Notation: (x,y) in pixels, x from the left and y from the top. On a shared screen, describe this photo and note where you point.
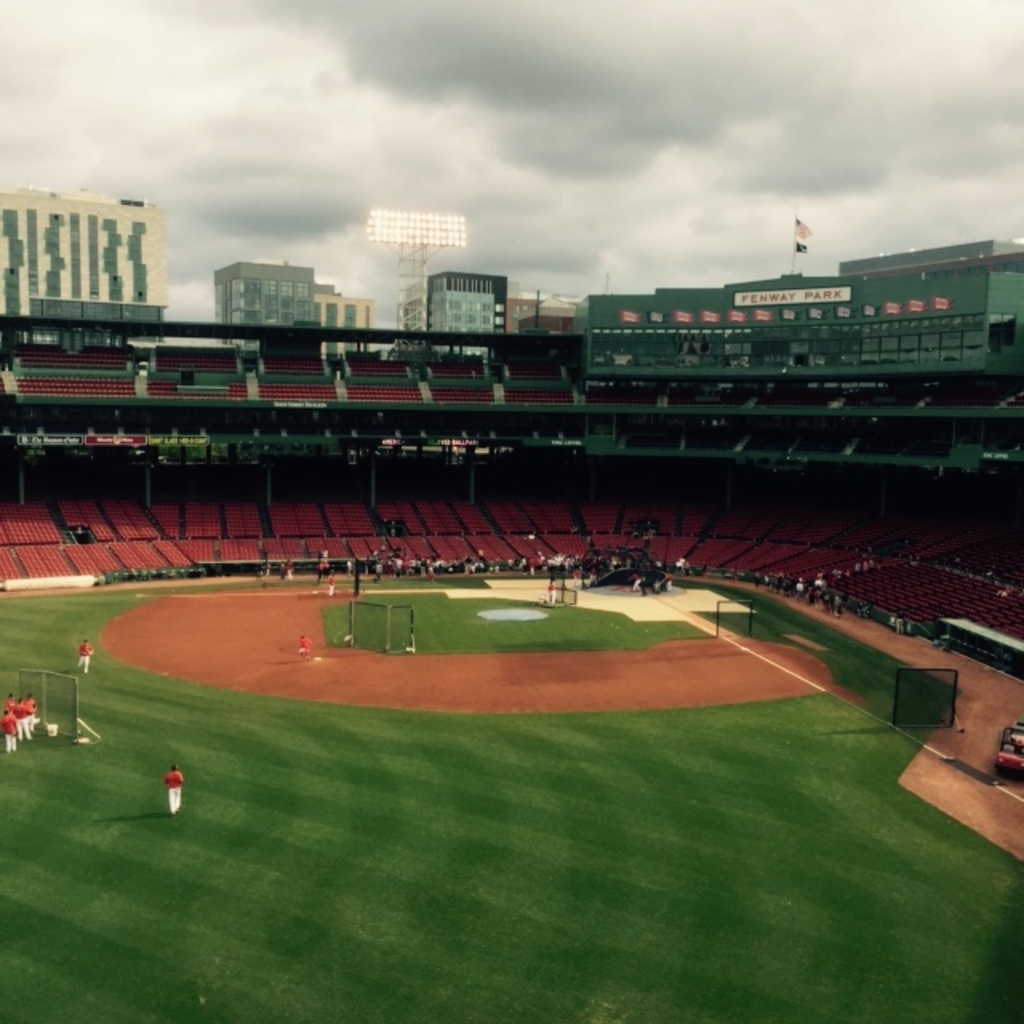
In this picture I can see there is a play ground (160,801) and there are few people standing in the playground (330,774). There are empty chairs (371,551) provided for audience (389,557) and there are flood lights (391,237) and buildings (437,295) and the sky (510,152) is cloudy.
